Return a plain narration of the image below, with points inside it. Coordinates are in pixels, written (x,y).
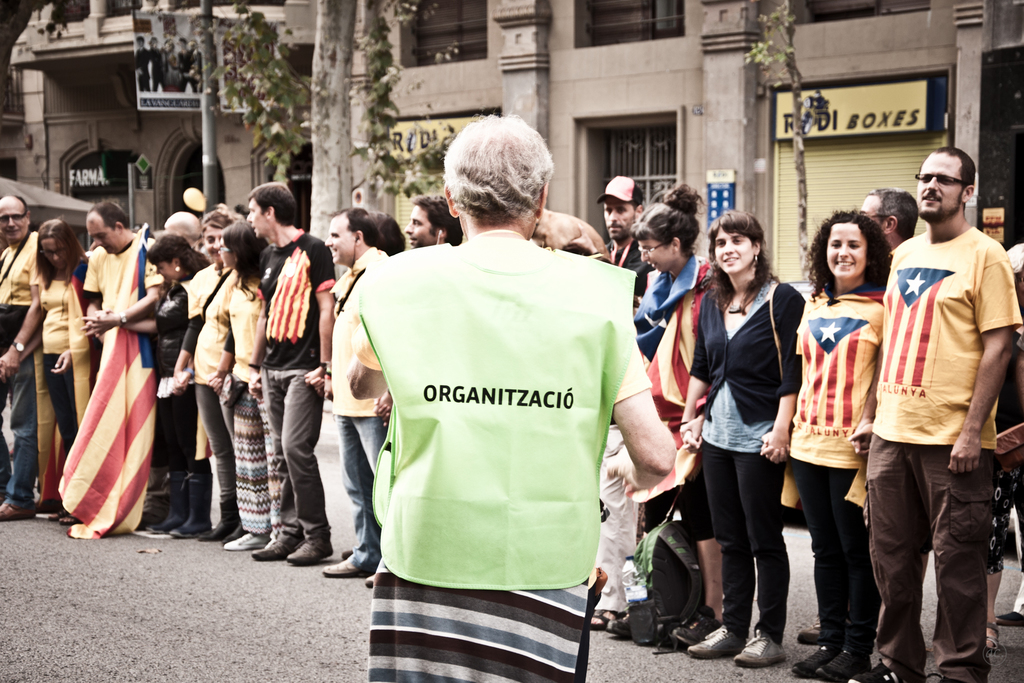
in this image we can see few people (300,321) standing on the road (252,615), a person (146,268) is holding a flag (117,413), there are shutters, boards (820,138) with text (853,117) to the buildings (572,24) and few trees (249,129) in the background (357,138).
